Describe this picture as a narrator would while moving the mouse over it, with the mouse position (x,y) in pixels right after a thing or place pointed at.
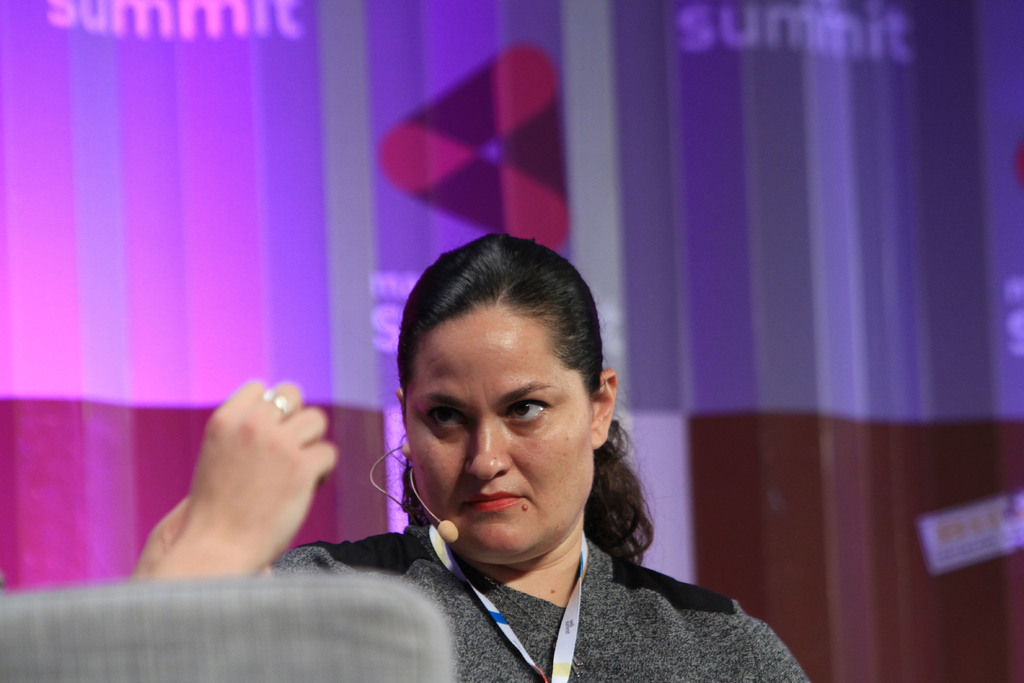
This image is taken indoors. In the background (81,291) there is a banner (786,186) with a text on it. At the left bottom of the image (139,638) there is an object (146,624). In the middle of the image (531,384) there is a woman (549,559) and she is with long hair (607,489).
